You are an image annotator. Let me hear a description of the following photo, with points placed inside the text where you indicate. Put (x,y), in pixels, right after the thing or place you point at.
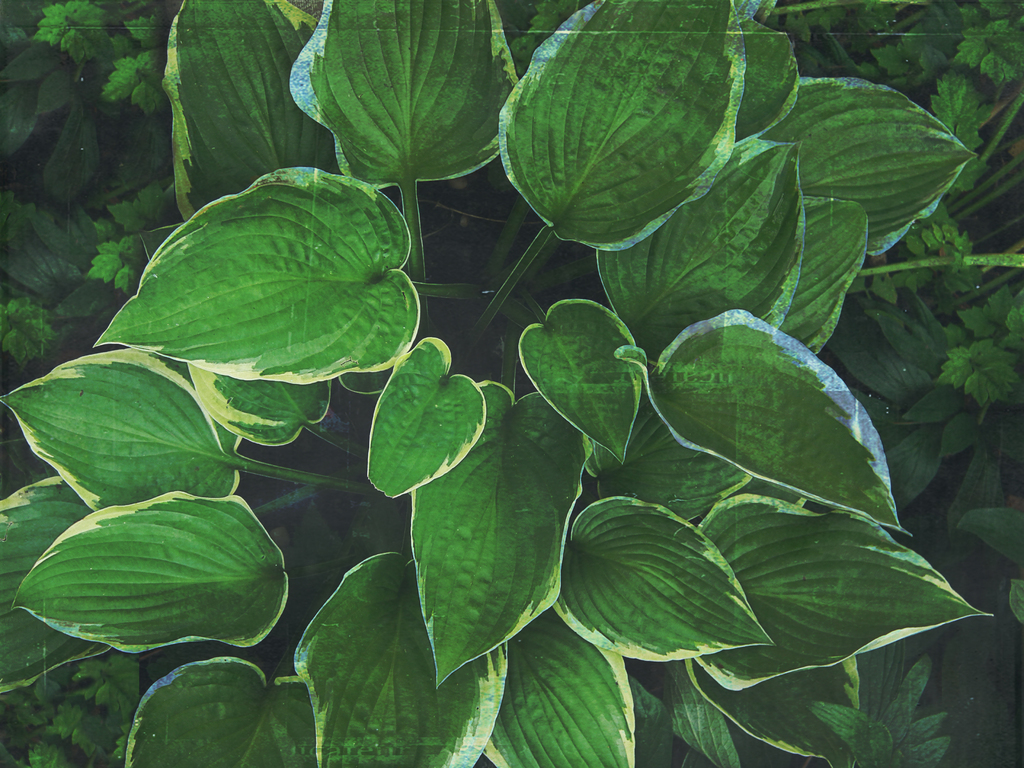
In this image we can see green leaves (394,720).
